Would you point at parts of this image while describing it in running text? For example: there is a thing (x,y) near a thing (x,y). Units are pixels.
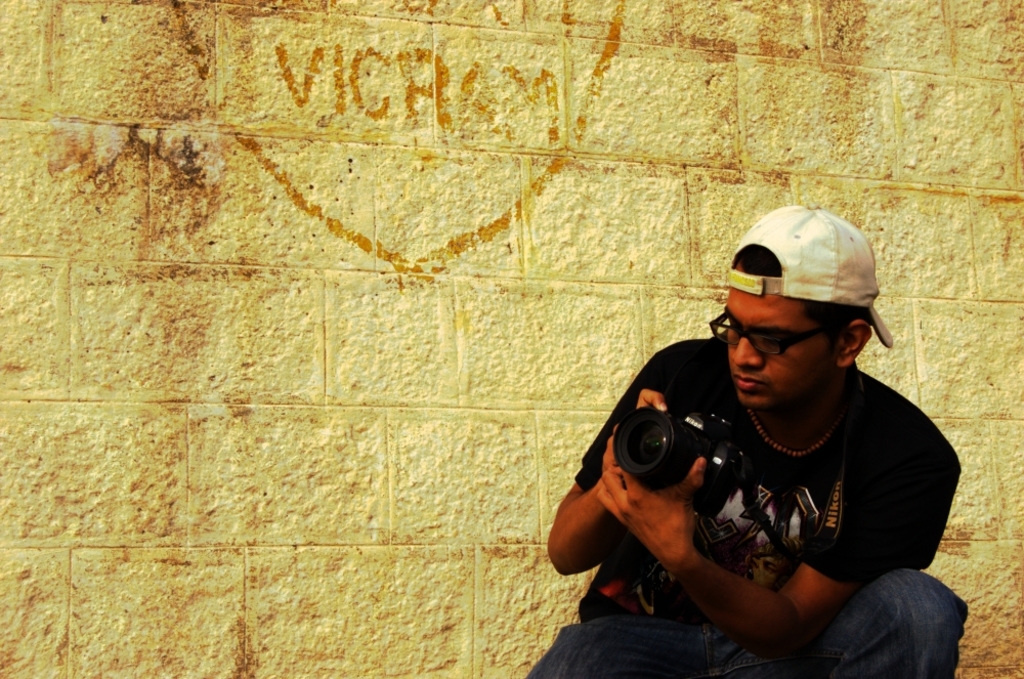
In this image we can see a man (812,509) wearing black t shirt (822,471) and white cap (829,275) on his head (828,352) is holding a camera (674,442) in his hands (685,496). In the background (220,219) we can see a wall (386,220) written something on it.
